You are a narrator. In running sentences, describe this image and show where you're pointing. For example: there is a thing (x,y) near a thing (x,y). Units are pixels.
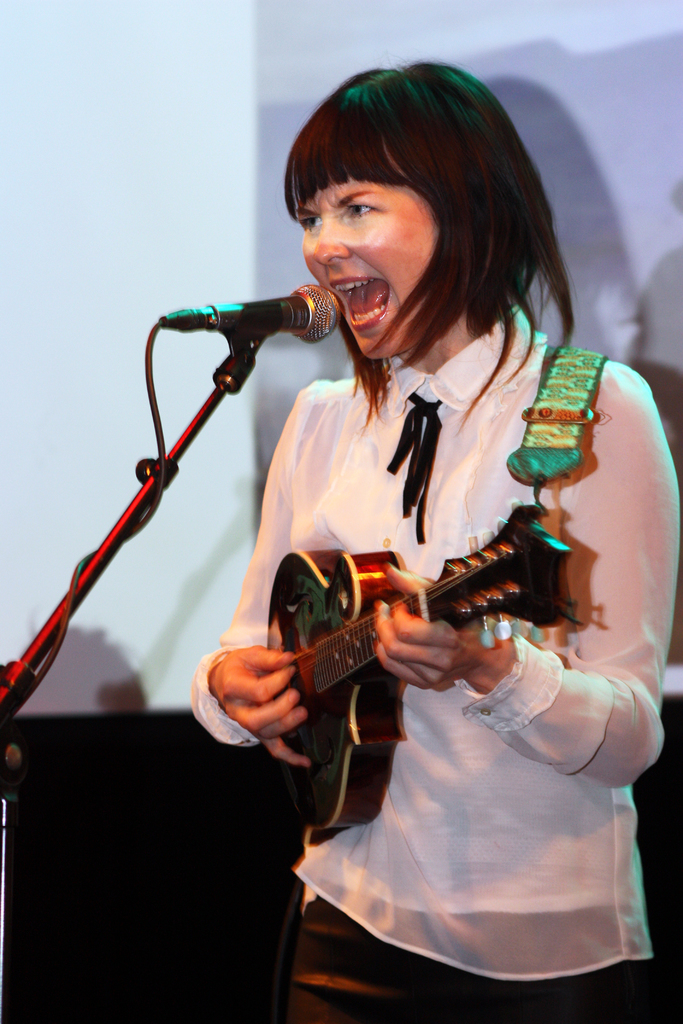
In this image a woman (456,352) is singing and playing guitar (345,587) in front of microphone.
